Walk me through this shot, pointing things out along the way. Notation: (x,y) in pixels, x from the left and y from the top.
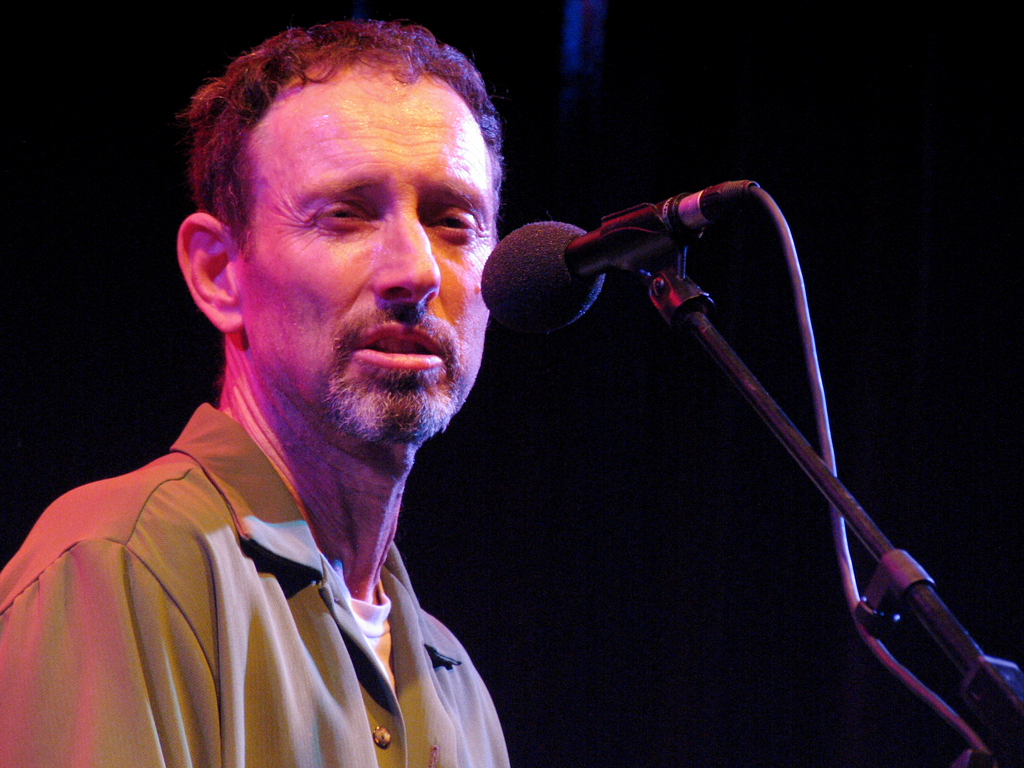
In this image we can see a man (312,482). In front of him there is a mic (647,256) with stand (938,617). In the background (799,335) it is dark.
